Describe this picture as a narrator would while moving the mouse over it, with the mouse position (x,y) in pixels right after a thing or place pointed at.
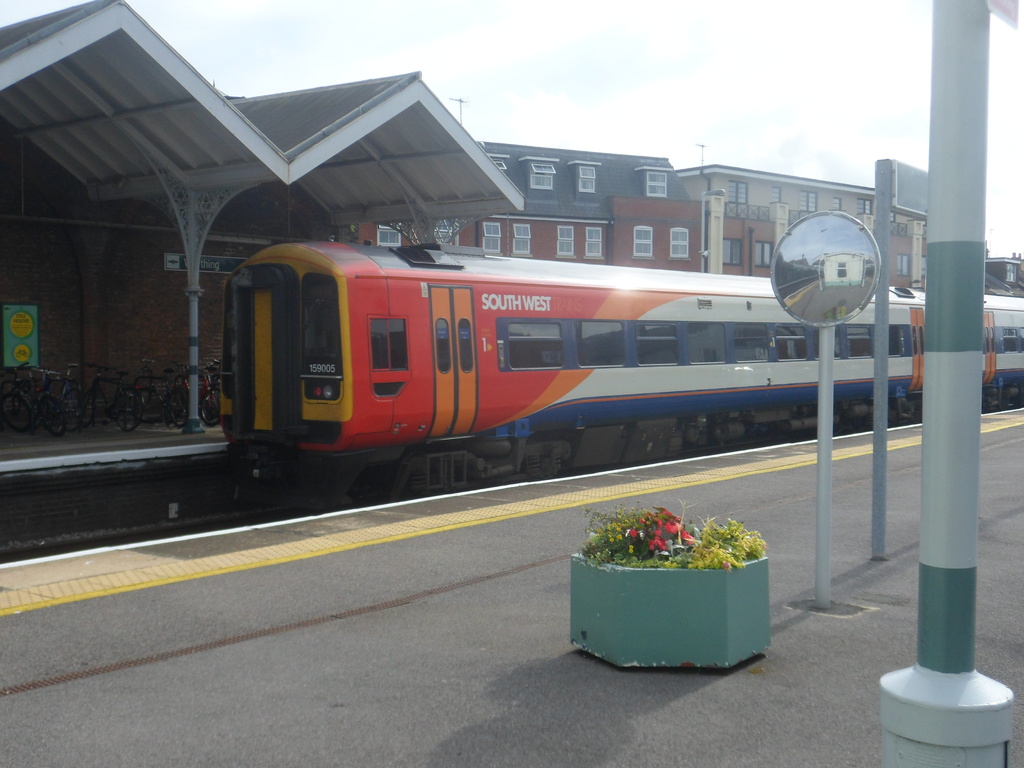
In this picture I can see a train (306,360) on the railway track (307,496), there are bicycles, flower pot (698,640) and a traffic mirror (818,500) on the platforms (8,655), there are buildings (765,225), and in the background (652,104) there is the sky (700,116).
